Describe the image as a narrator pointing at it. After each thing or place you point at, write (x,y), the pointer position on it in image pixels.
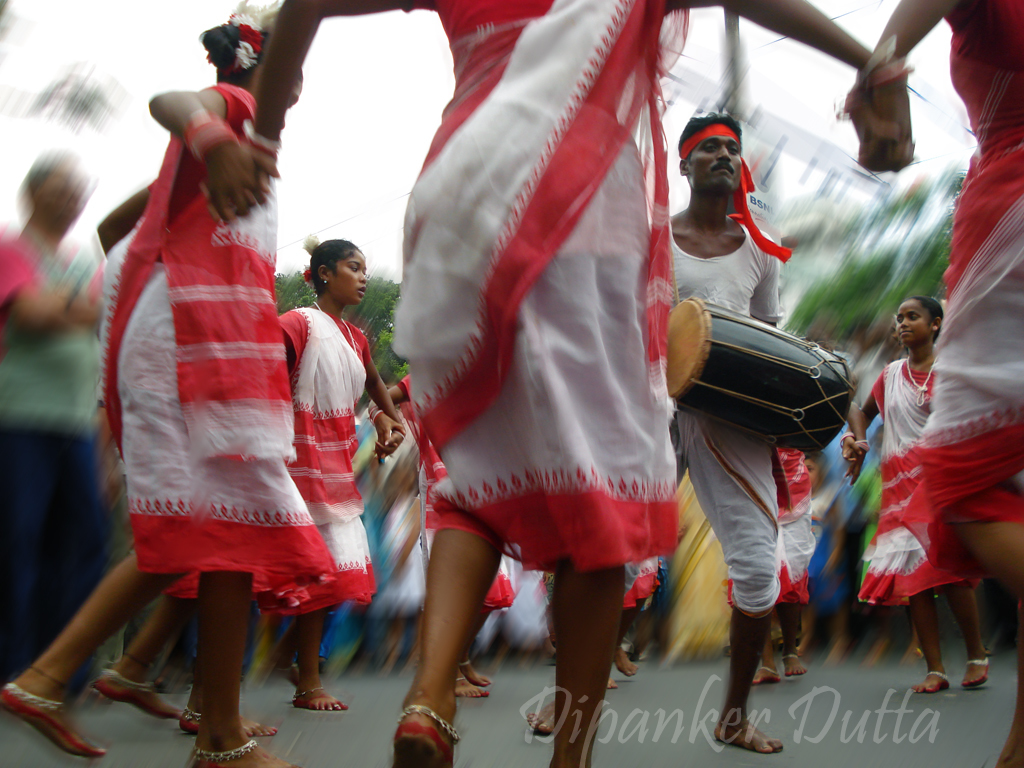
In this picture we can see a group of people (518,334) dancing and in middle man (696,182) playing drum (706,376) and in background (288,147) we can see sky (368,251), trees (385,359) and it is blurry.
